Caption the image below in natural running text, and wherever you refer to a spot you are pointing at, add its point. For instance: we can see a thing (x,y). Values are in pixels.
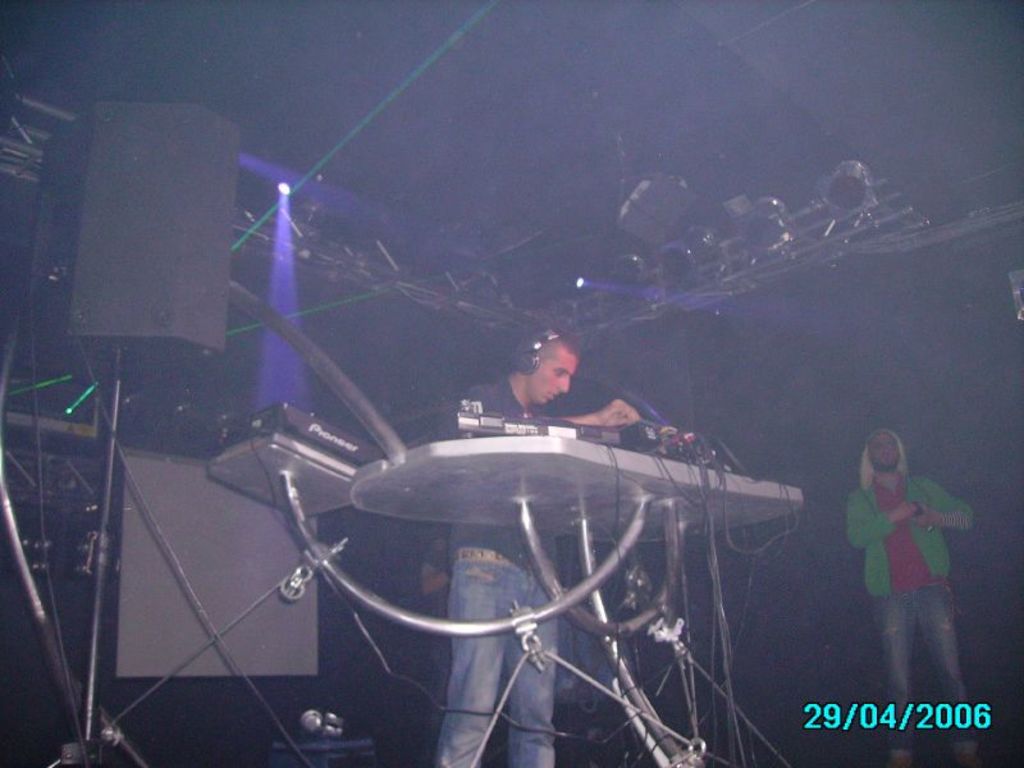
On the bottom right (913,716), there is a watermark (935,723). On the right side (939,605), there is a person (894,493) in a green color jacket (929,546), standing on a stage (958,754). Beside him, there is a person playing a musical instrument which is placed on a stand (586,497). Beside this stand (457,458), there is another stand (295,469), on which there is a device (279,407). On the left side (88,305), there is a speaker (207,328), which is placed on a stand (88,727). In the background (303,220), there are lights (285,216) attached to the roof (54,143) and there are other objects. And the background (829,385) is dark in color.
